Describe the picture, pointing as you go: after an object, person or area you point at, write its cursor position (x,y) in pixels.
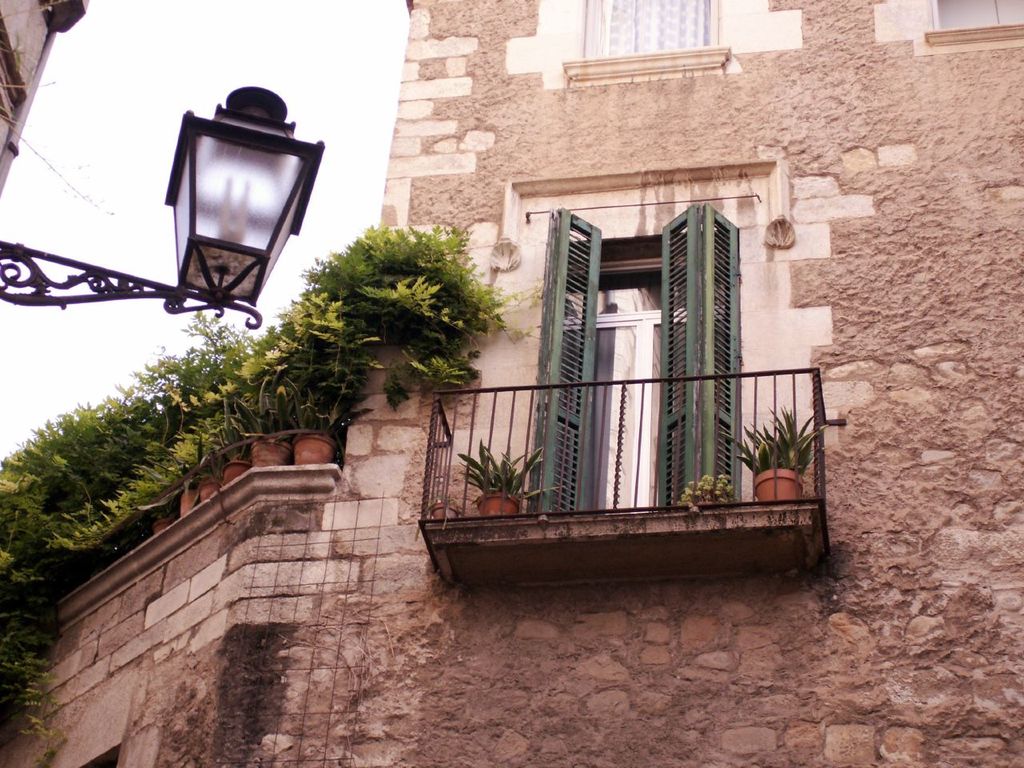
In this image, we can see a building (864,303). There is a door (658,325) in between two plants (761,481). There is a light (209,241) and some plants (9,480) on the left side of the image (42,495). There is a sky (175,29) in the top left of the image (126,101).
